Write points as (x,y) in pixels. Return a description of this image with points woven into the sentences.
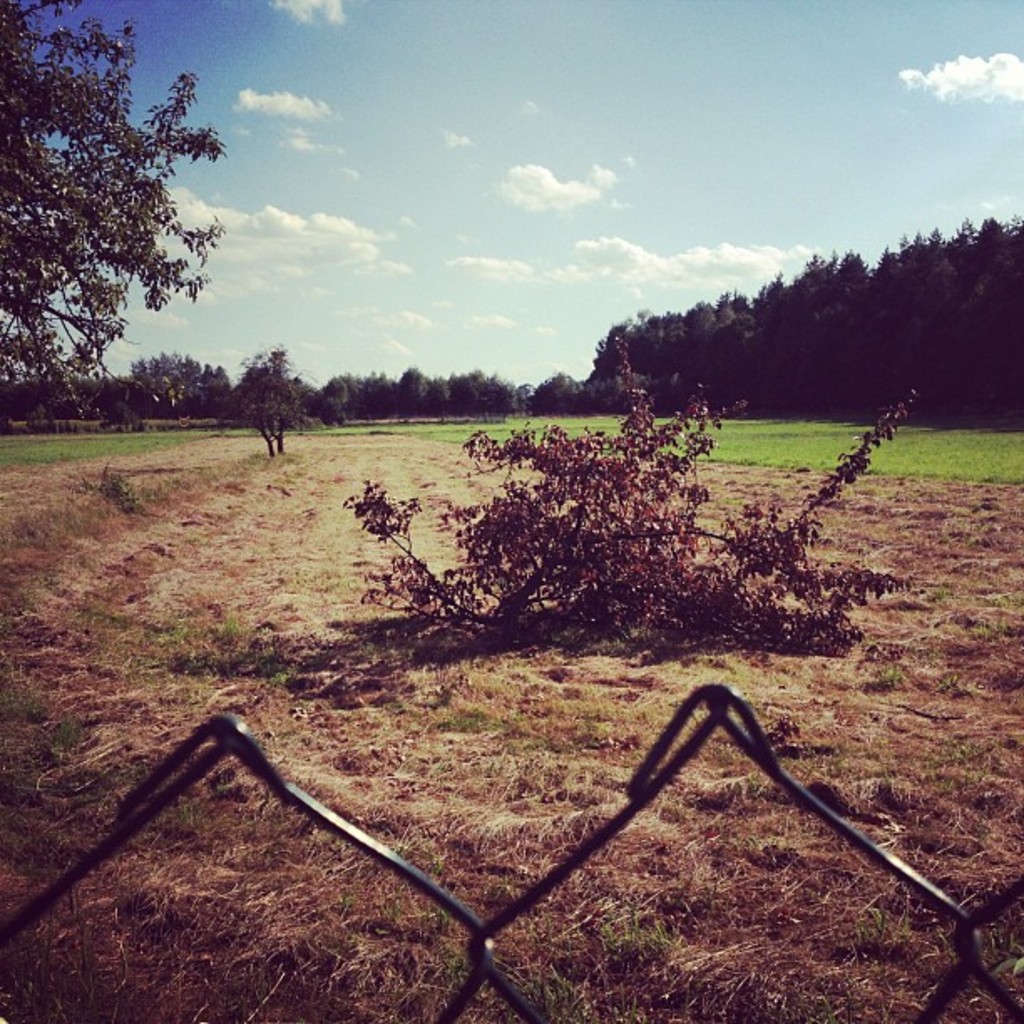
In this image we can see trees (562,575), here is the grass (492,643), there is the fencing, at above the sky (489,183) is cloudy.
